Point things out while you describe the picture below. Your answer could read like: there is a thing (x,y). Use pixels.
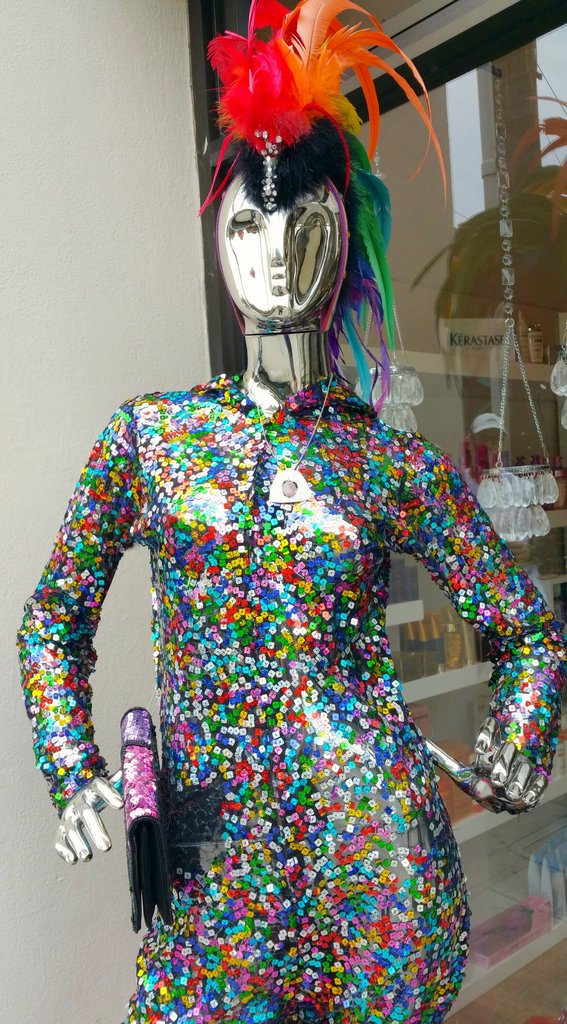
In this image we can see a mannequin (210,461) with a dress (319,521) and a purse (125,819). On the head (282,156) there are feathers (278,114). Behind that there are glass walls (473,435). Through that we can see racks (441,674) with some items (423,636). And there are some crystal items (546,476) hanged.
